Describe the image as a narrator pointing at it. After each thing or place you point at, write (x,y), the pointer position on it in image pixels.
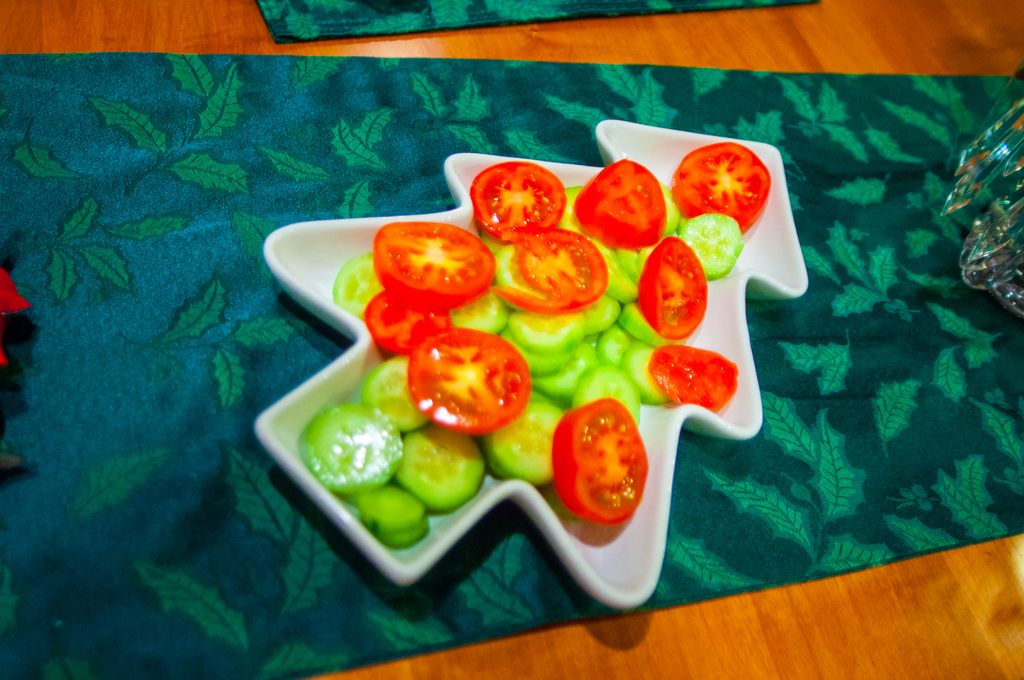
In this image there are slices of tomato (470,363), cucumber (544,358) in a plate (362,243) which was placed on the table (253,40). Beside the plate (286,263) there is some object (995,260).
